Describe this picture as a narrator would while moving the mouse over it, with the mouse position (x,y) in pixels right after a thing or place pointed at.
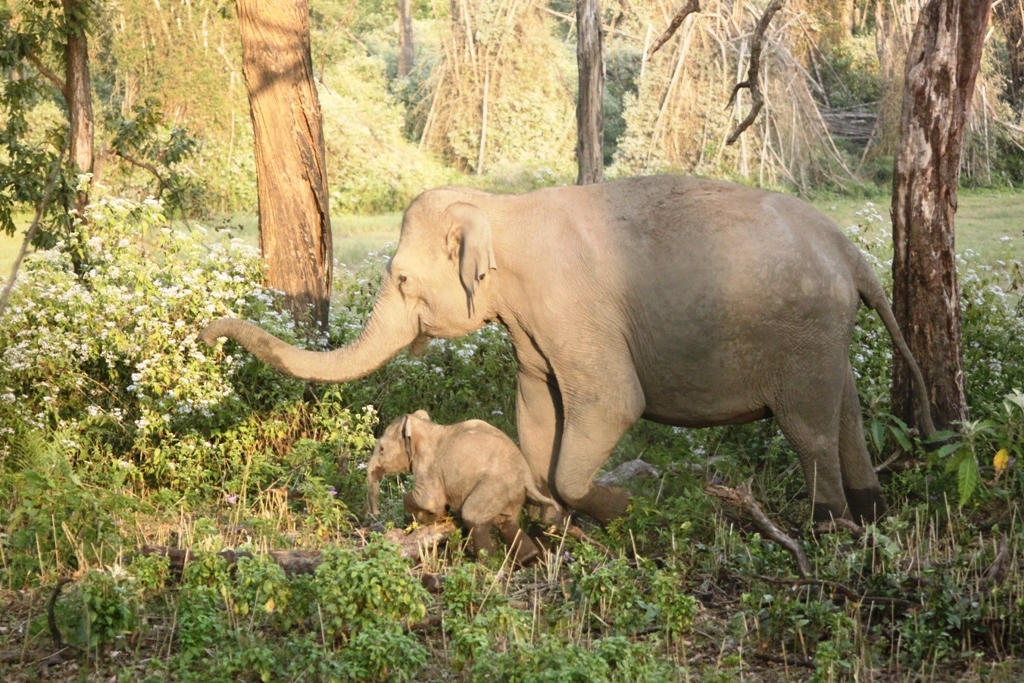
In the center of the image (504,247) we can see elephant (468,278) and calf (532,496) on the ground (487,622). In the background (133,212) we can see trees (462,87), grass (338,234) and plants (2,336).
